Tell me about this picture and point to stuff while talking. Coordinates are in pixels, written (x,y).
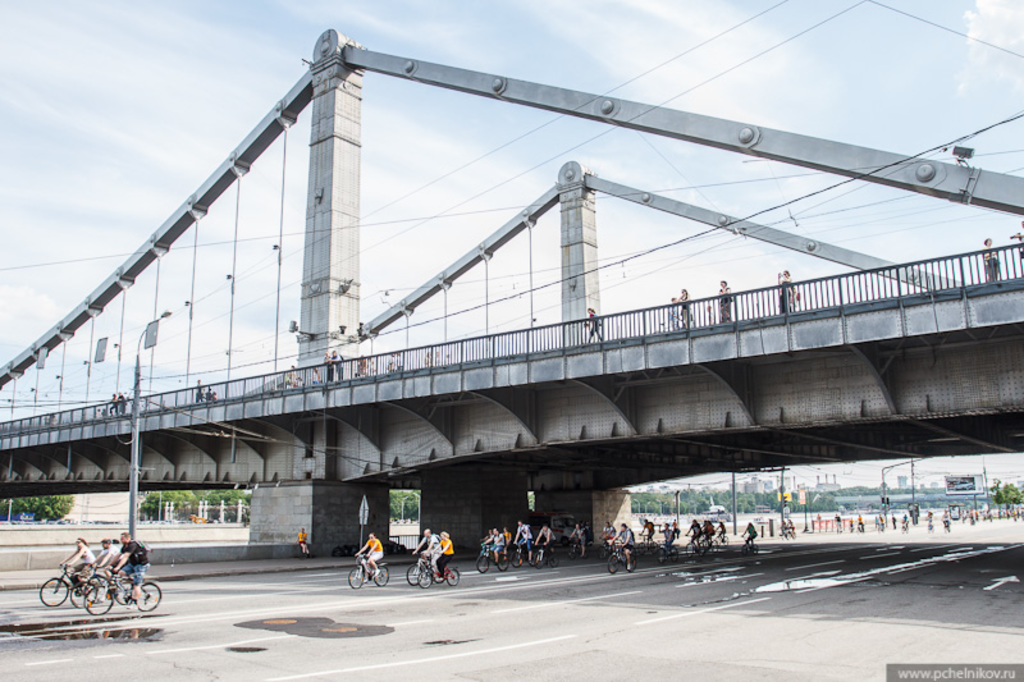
In this picture there are people (944,520) those who are riding bicycles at the bottom side of the image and there is a bridge (902,332) in the center of the image (356,389) and there are trees (812,497), poles (886,501), and buildings (743,490) in the background area of the image (227,496).
